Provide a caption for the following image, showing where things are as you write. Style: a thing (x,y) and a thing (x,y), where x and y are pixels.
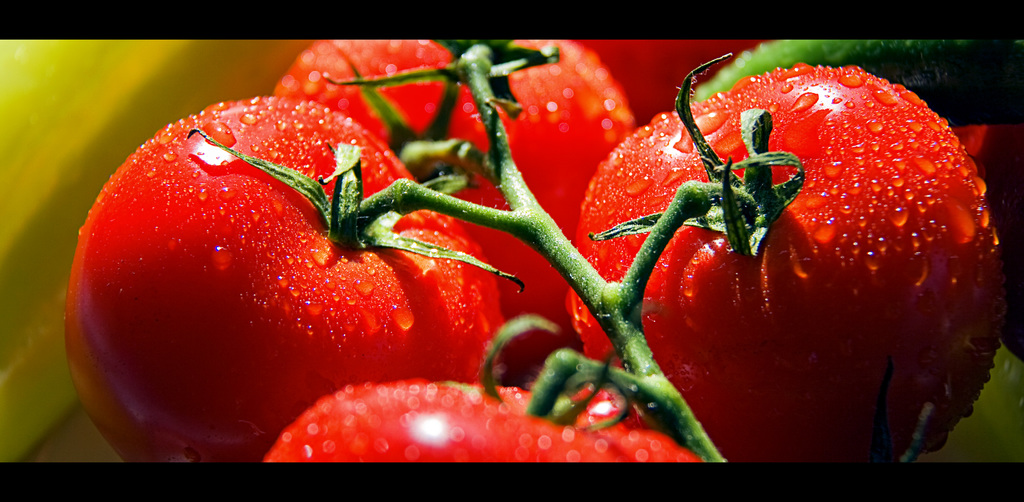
In the foreground of this image (559,384), there are four tomatoes (888,196) to a stem (571,249). Behind it, there are green and yellow color objects (958,65) and there are black borders (126,16) at the top (85,28) and bottom.
